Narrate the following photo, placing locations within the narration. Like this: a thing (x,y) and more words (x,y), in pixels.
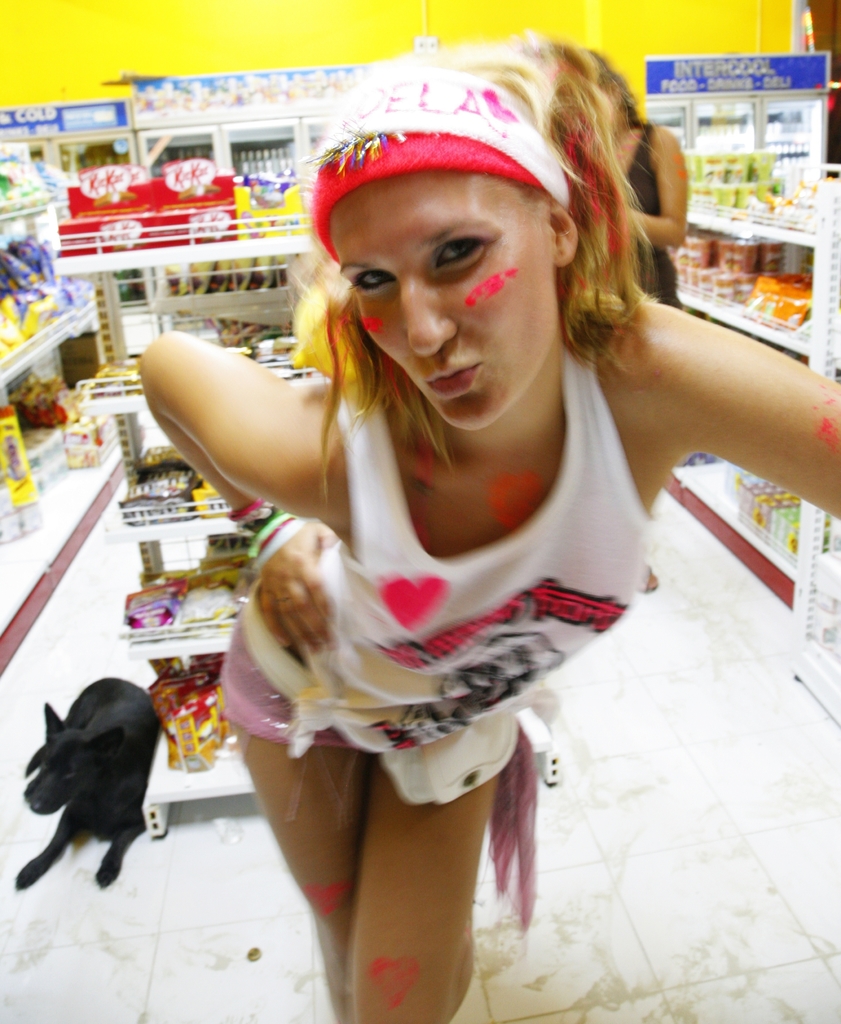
In the center of the image (347,449) we can see a woman (429,272). In the background (197,256) we can see the store (248,215) with the racks (840,185) of packets (783,313), cups (729,161) and also some other objects (130,197). We can see the dog (104,771) and also the floor (794,981). In the background (318,25) we can see the wall (397,18) and also the board (715,82).
